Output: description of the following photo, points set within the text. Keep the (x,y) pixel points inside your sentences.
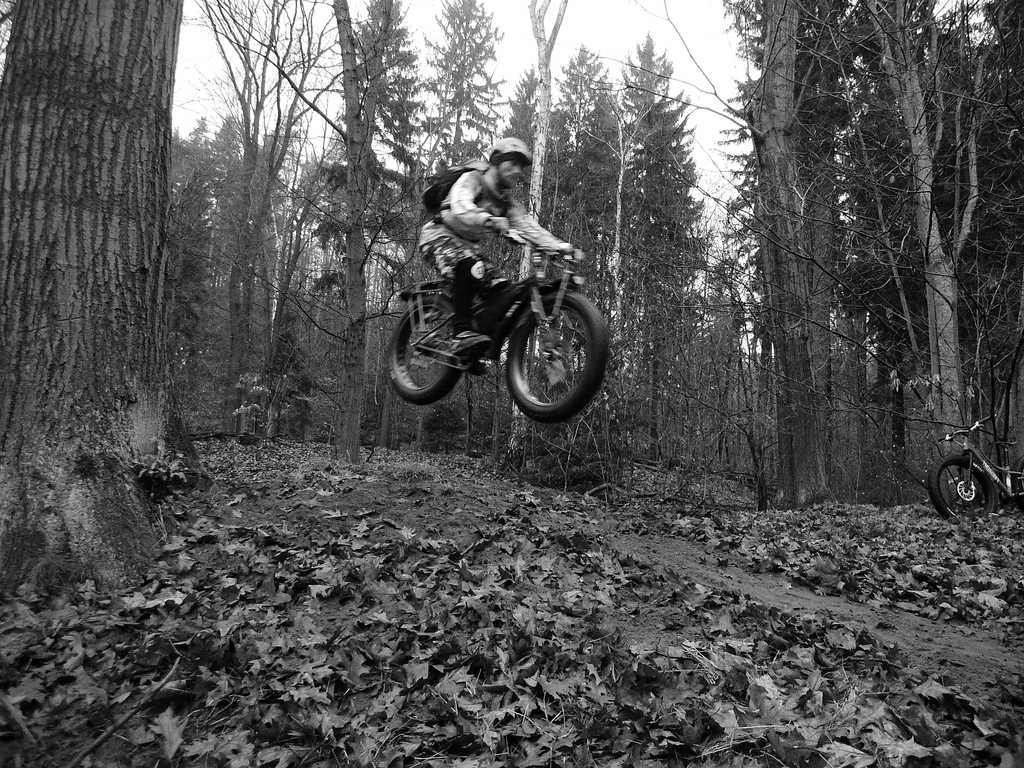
Black and white picture. This person (441,259) is riding a bicycle (584,305). He wore bag (477,174) and helmet (516,146). This are trees (461,152).
